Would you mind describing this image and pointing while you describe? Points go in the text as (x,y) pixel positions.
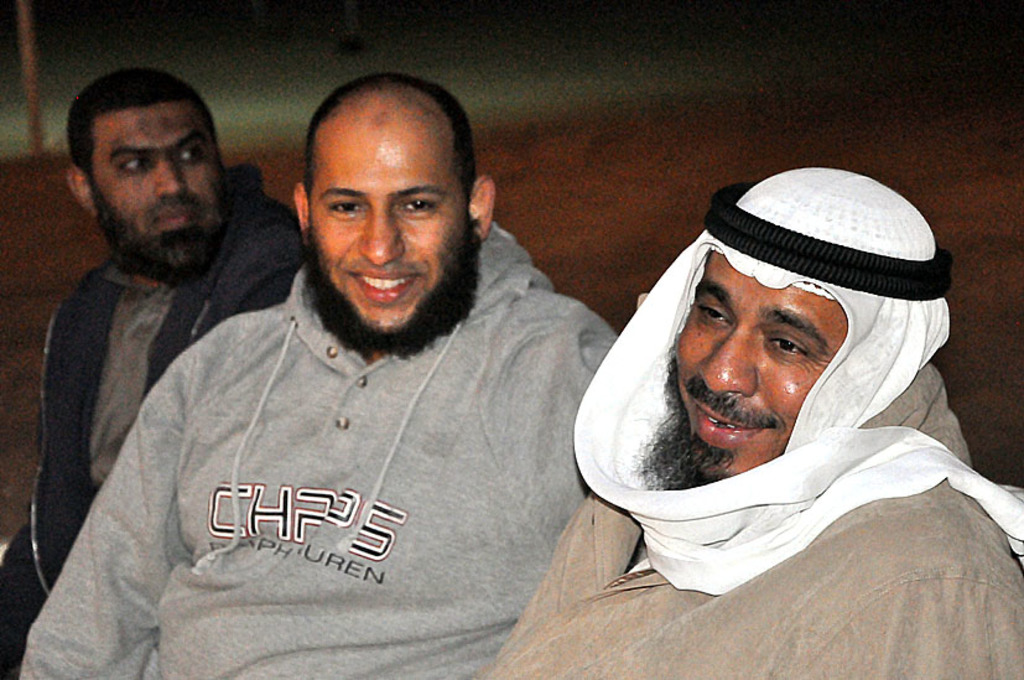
In the image we can see there are three men (565,447) sitting and they are wearing jackets (361,563). A man (615,466) tied cloth (630,431) around his neck (650,538).
